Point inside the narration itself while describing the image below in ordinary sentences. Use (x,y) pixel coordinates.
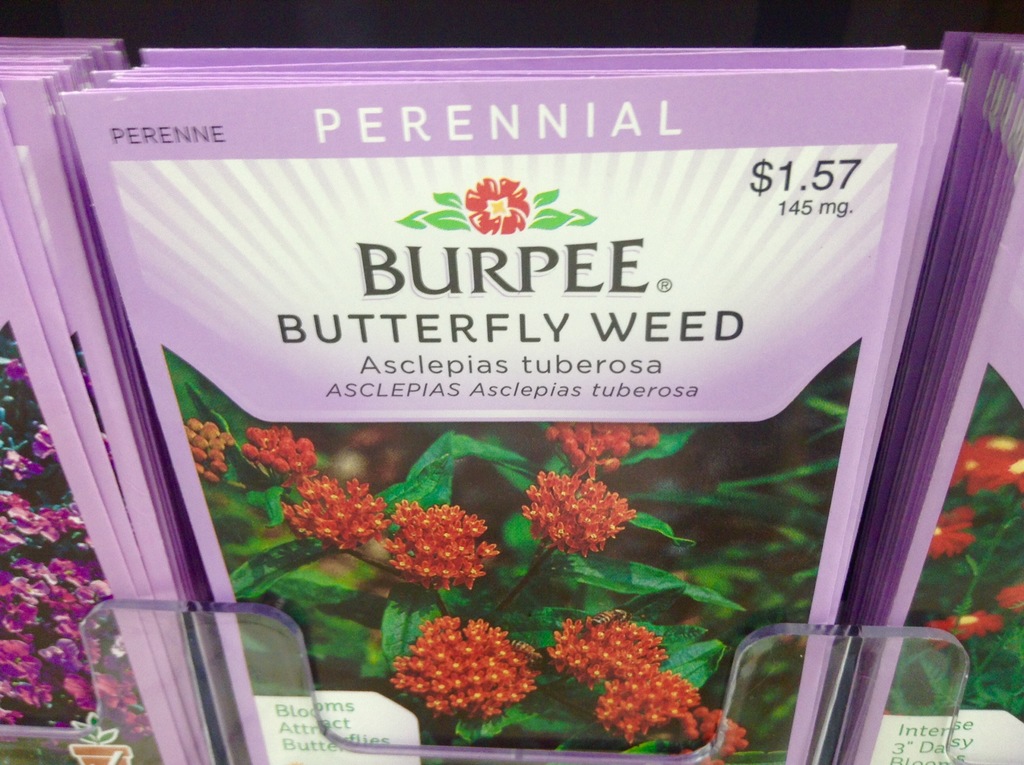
In this picture I can see the pamphlet (765,603) on the racks (899,661). At the top (471,25) I can see the darkness (443,25). In that pamphlet (554,565) I can see some flowers (567,522), plants (471,440) and quotation (590,289).
